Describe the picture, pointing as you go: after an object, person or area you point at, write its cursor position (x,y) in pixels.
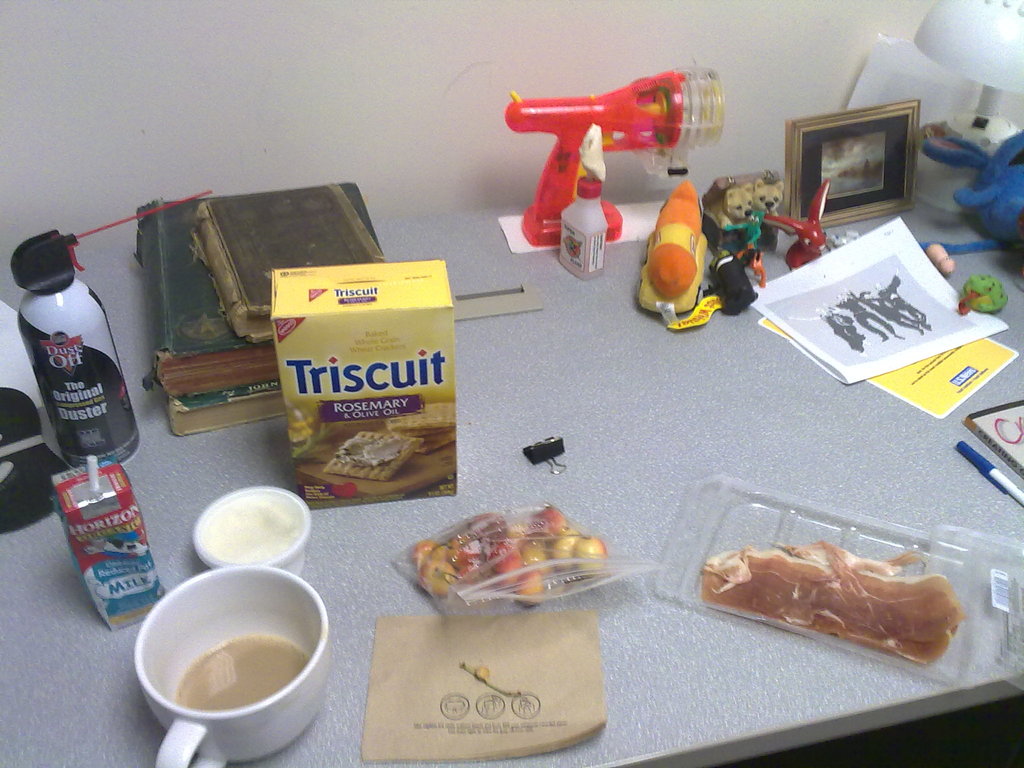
In this picture I can see the gray color surface (667,502), on which I see a cup (160,661), 2 boxes (385,399), few papers (522,755), 3 books (230,300), a photo frame (803,160) and other few things (722,228).
